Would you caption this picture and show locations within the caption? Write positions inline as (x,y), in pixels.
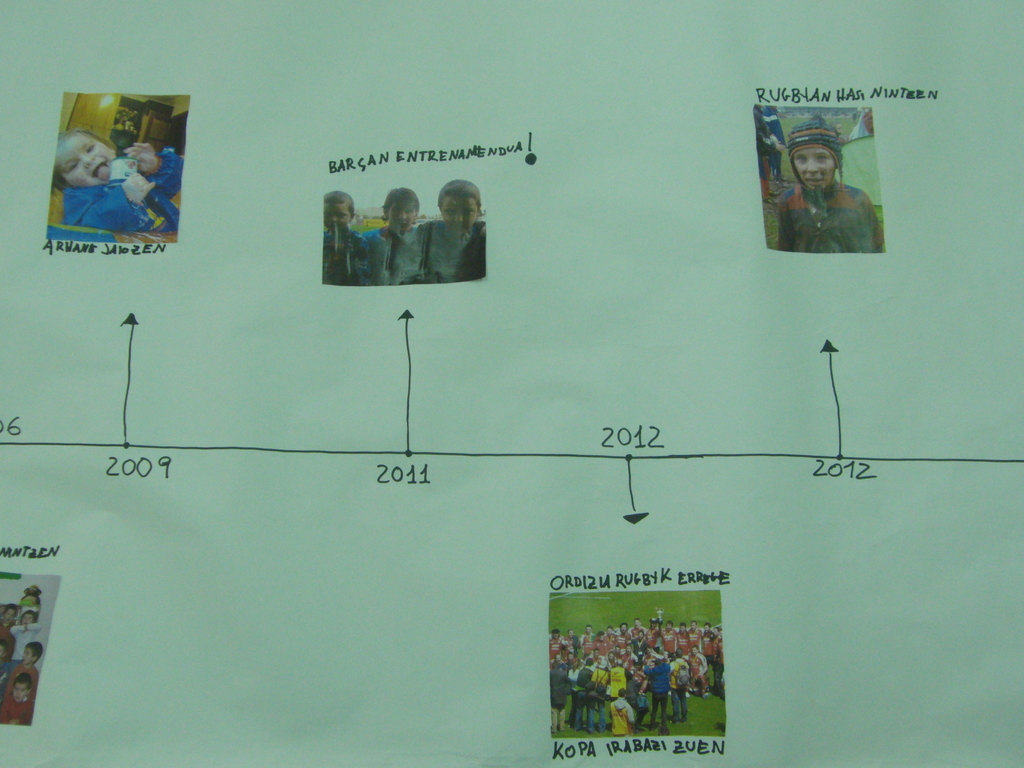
In this picture I can see there is a chart (393,682) and there are some pictures (32,608) pasted on the poster (521,654). There is also something written on it.
